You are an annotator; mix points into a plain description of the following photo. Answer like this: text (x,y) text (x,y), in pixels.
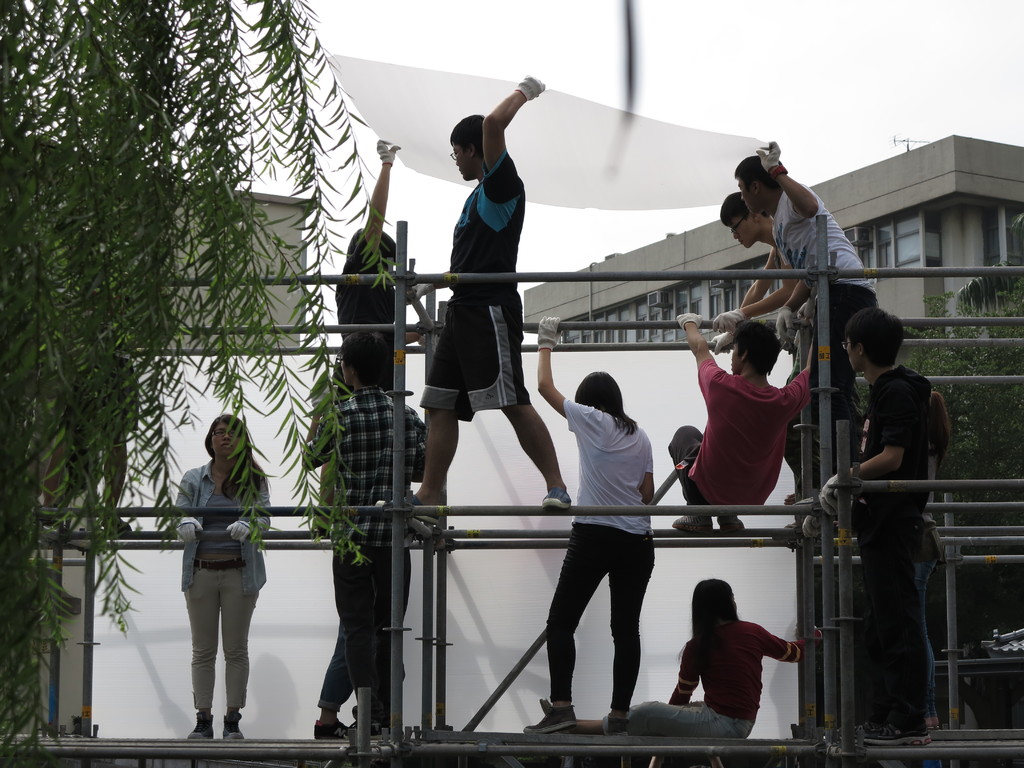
In this picture I can see group of people (685,321) among them some are standing and some are sitting. I can also see some poles (401,555). In the background (279,302) I can see buildings (288,307).
